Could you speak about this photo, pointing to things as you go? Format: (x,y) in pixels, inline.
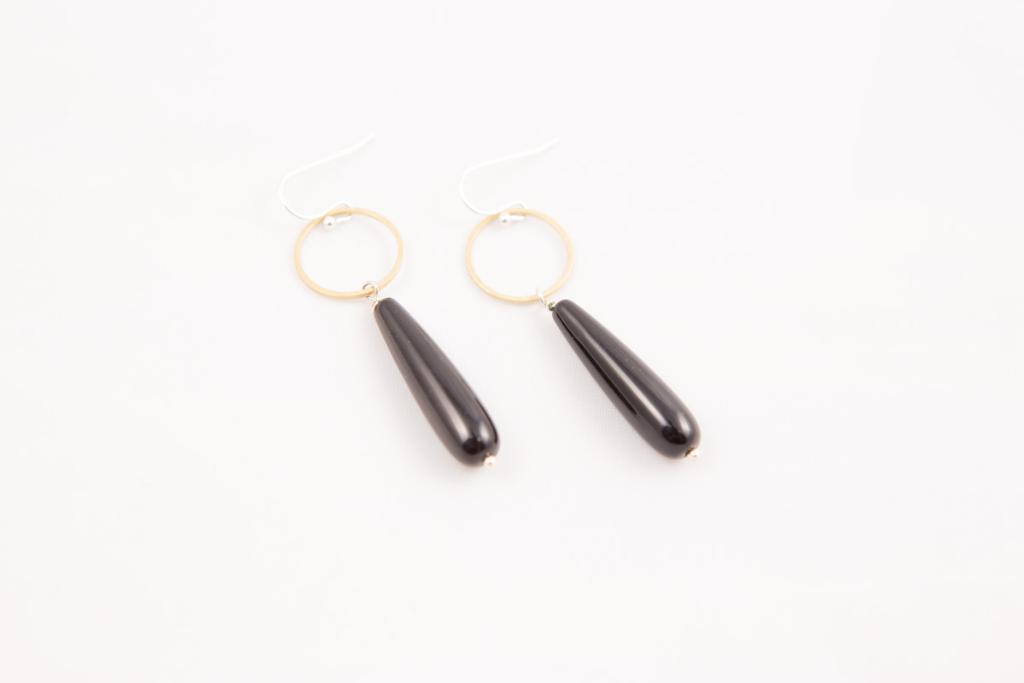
In the center of the image (568,299) we can see earrings (426,343), which are in golden and black color.
